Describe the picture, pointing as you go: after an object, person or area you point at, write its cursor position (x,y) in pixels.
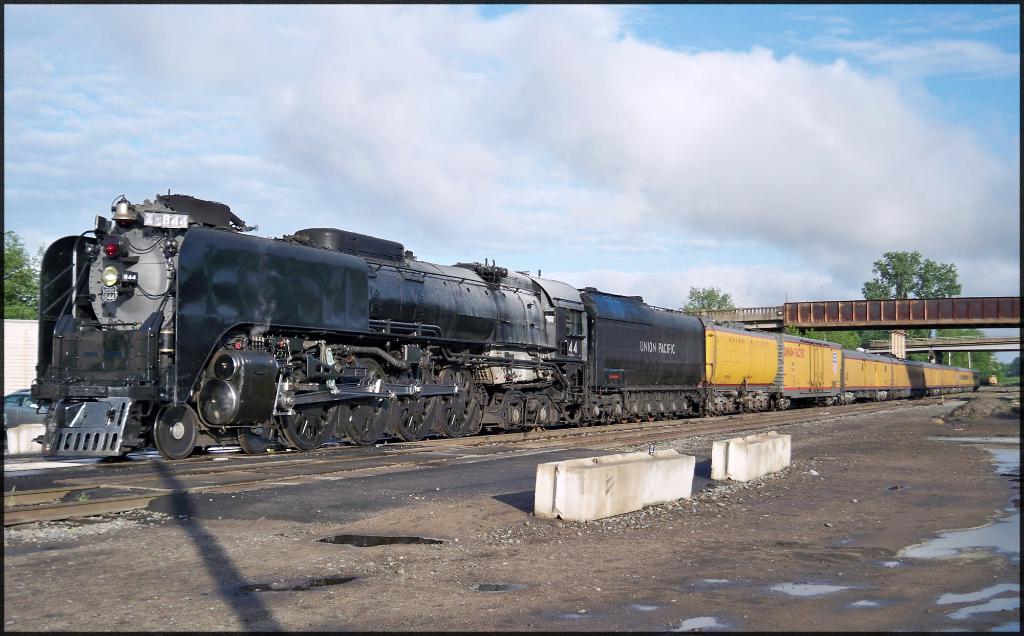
In this picture, we see a train (315,333) in black and yellow color is moving on the tracks (186,468). At the bottom (581,586), we see the road (459,519). We even see the concrete blocks (669,476). On the right side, we see the bridges (865,308). There are trees (948,335) in the background (6,295). At the top (602,131), we see the sky (721,77) and the clouds (699,143).
